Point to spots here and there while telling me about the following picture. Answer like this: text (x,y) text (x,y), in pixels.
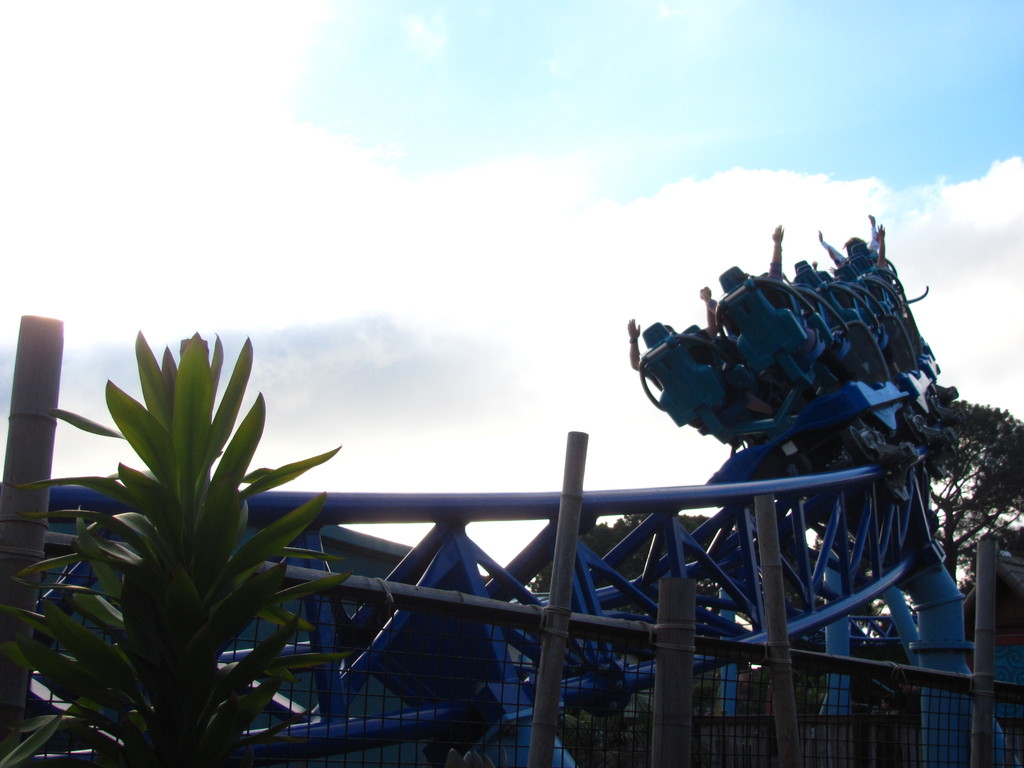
In the picture I can see fence (553,653), plants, trees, people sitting on a roller coaster (762,441) and some other objects (585,643). In the background (376,260) I can see the sky (358,248).
